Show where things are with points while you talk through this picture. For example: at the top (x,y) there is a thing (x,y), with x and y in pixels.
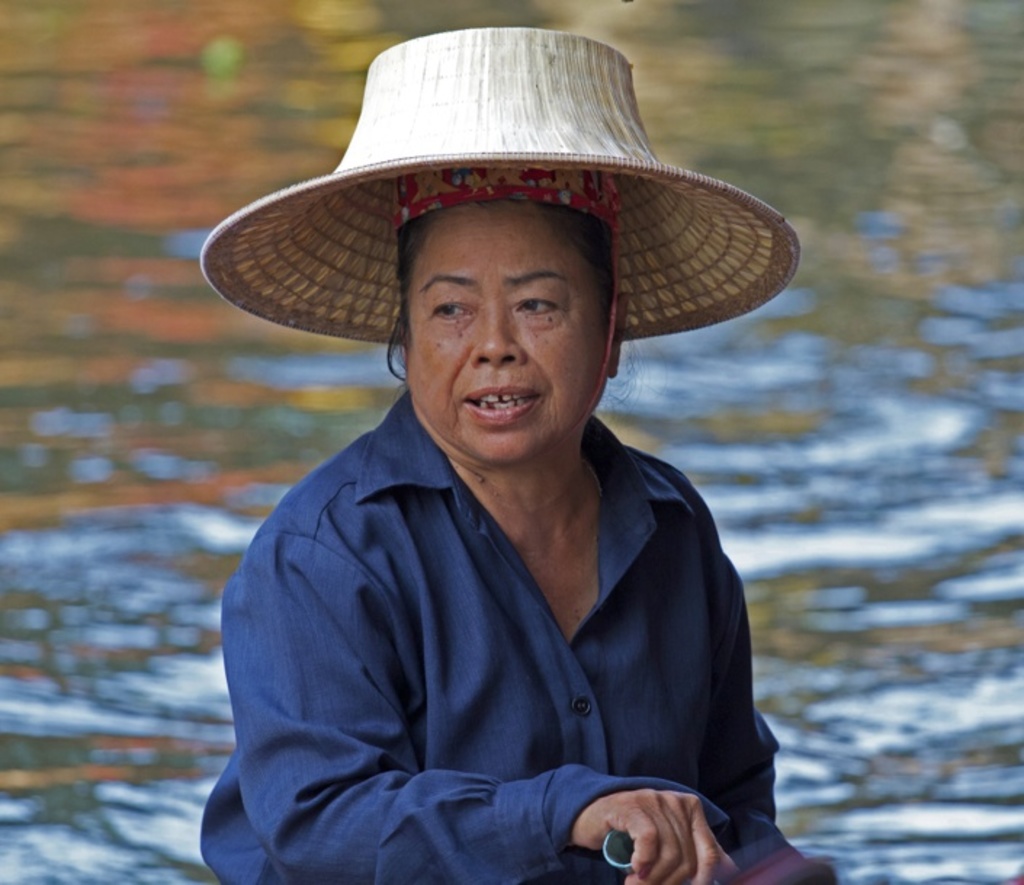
In the center of the image (451,375), we can see a lady (489,566) wearing a hat (628,254) and holding an object (611,836). In the background (853,481), there is water (836,480).
